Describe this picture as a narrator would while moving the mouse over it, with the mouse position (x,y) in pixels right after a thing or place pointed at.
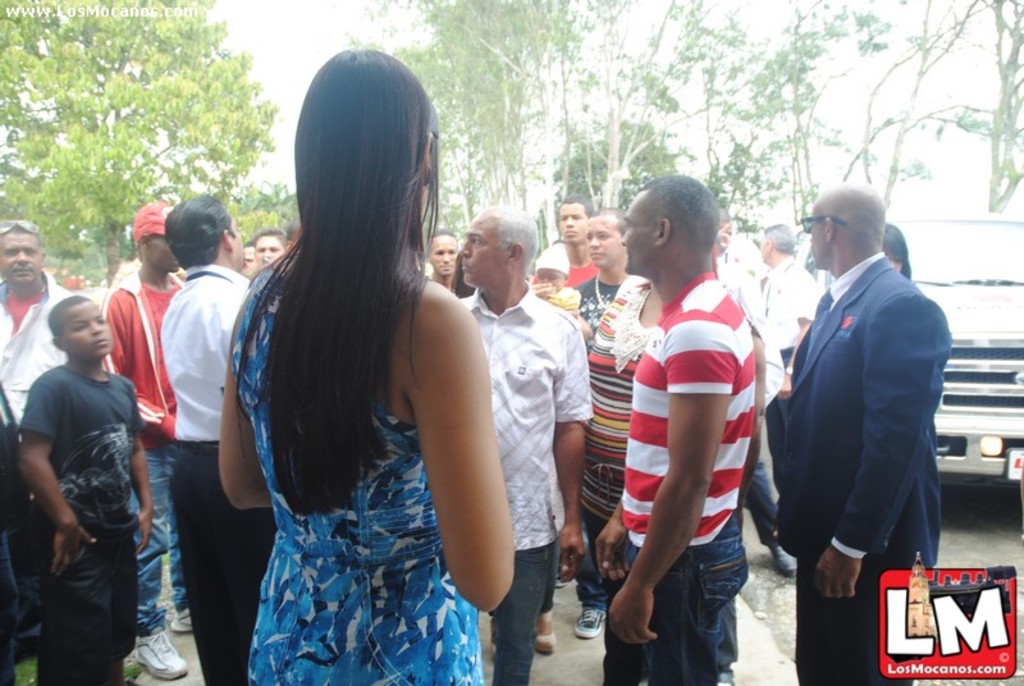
In the center of the image (352,289) we can see many people (486,472) standing. On the right (988,451) there is a car (955,403). In the background (92,44) there are trees (555,57).
